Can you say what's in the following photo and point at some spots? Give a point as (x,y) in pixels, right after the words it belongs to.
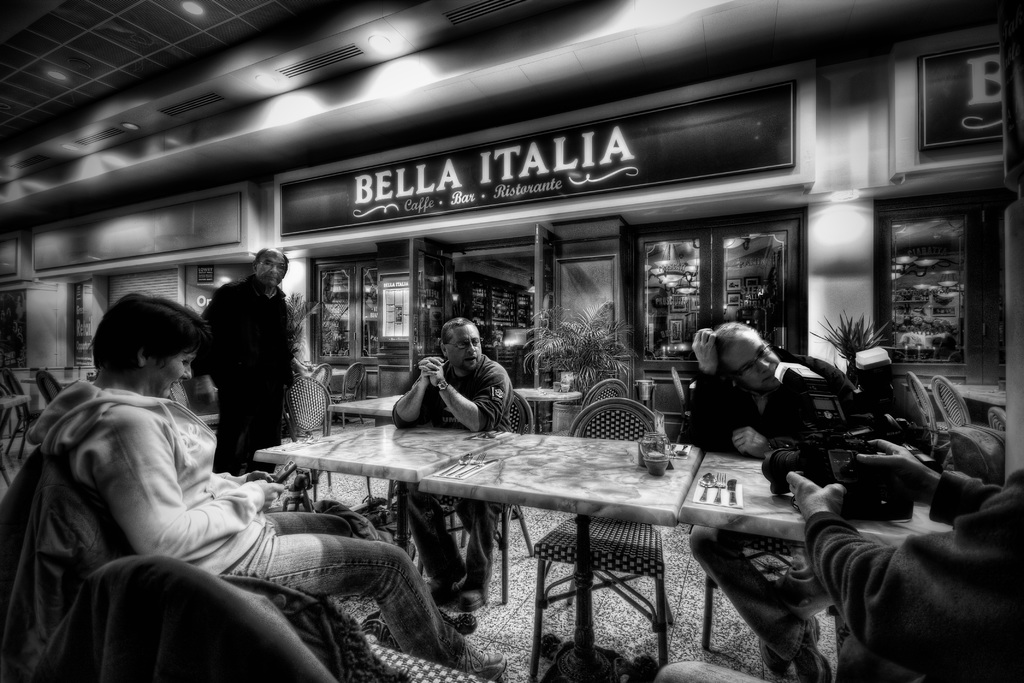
In the given image we can see there are many people (506,410) sitting on chair (587,411), there is a table (600,459) in front of them. On the table (646,497) there are objects (658,473) kept, there is a building (440,172).
